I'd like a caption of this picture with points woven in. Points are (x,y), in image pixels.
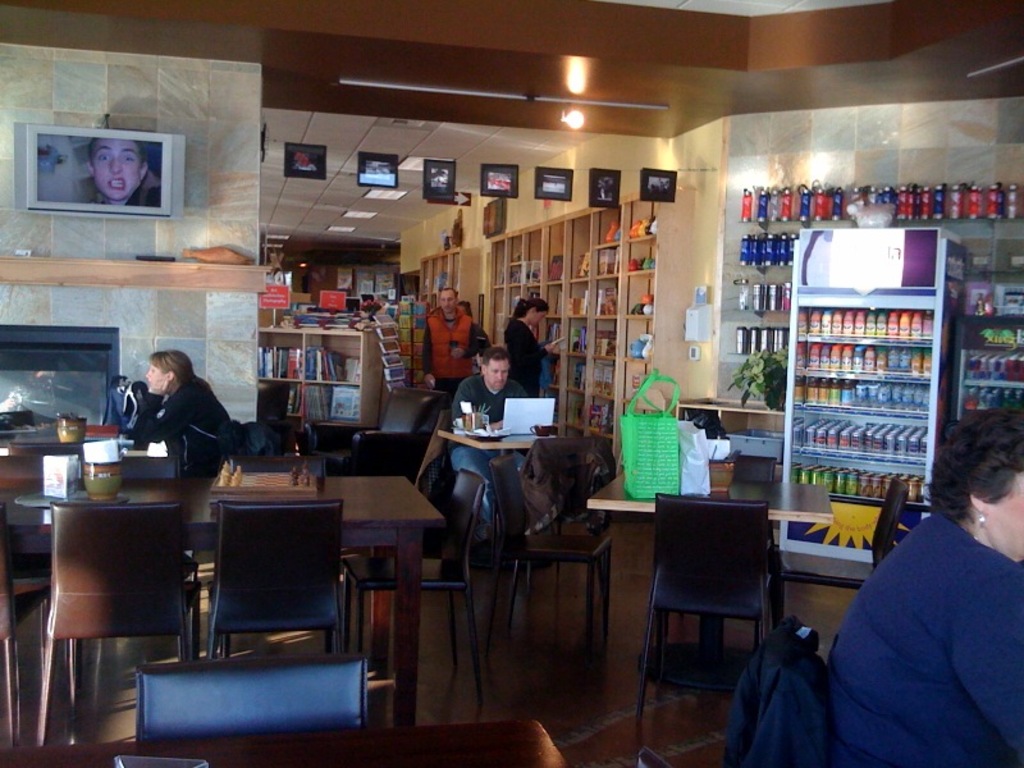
This picture is taken in a restaurant (388,489) where man (457,467) is sitting in the center (488,458) on a chair (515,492) and is doing work on the laptop (525,412). At the left side (170,431) women (185,439) sitting on a chair (250,447). In the background (468,337) there are two person (443,314) standing. At the right side (931,575) women (952,608) wearing a blue colour dress (953,622) is sitting on a chair (775,688). In the background (434,301) there are shelves (315,342) filled with things (292,360), and on the wall (196,219) there is a screen (142,194), there are some placards (439,176) hanging, at the right side (836,205) there are bottles (865,200), fridge (898,338).
